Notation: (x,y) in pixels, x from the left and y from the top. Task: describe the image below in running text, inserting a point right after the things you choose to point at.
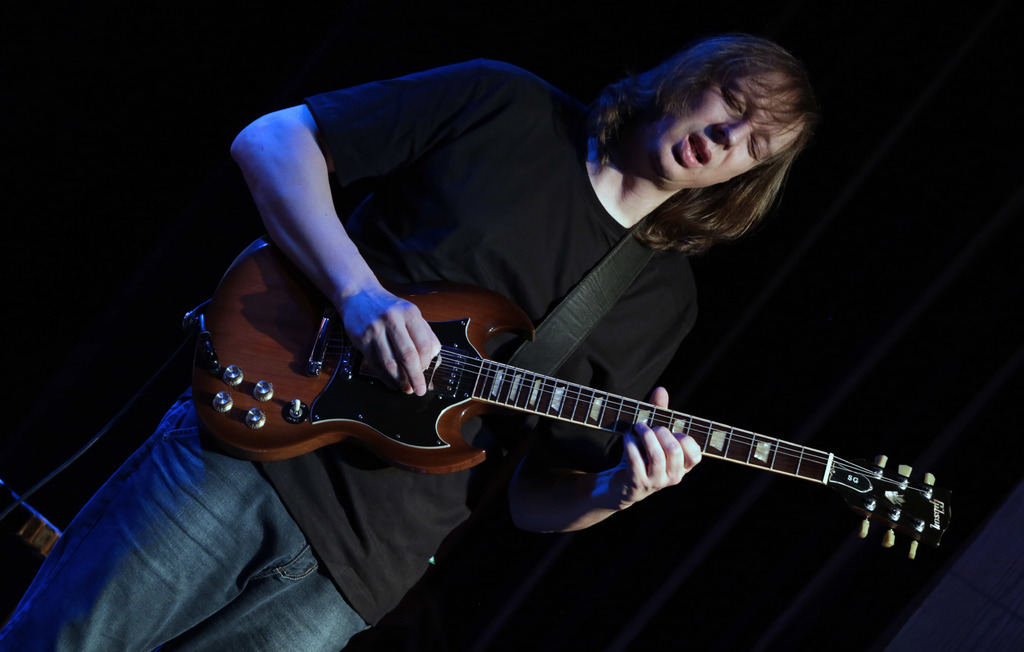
Here is a person (498,191) playing guitar (489,299) which is of brown color that is held around his shoulders (631,232), his mouth (706,163) is open so he is singing, he closed his eyes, he wore blue color jean (343,619).
